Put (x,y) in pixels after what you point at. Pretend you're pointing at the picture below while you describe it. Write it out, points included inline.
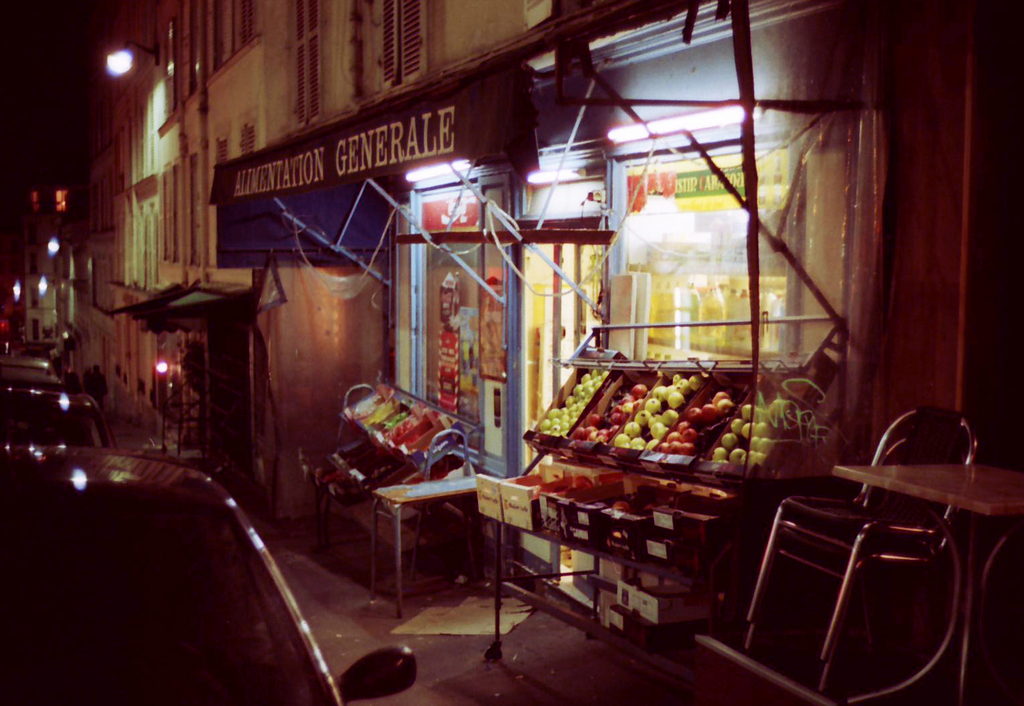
On the left corner of the picture (115,491), there are vehicles (81,547) parked on the road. On the right corner of the picture (700,444), we see a shop (486,359) and outside the shop (544,371), we see fruits (563,418) placed in the wooden boxes (728,417). Beside that, there is a chair (826,540). There are buildings (60,325) in the background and we even see street lights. This picture is clicked in the dark and this picture is clicked in the city.
